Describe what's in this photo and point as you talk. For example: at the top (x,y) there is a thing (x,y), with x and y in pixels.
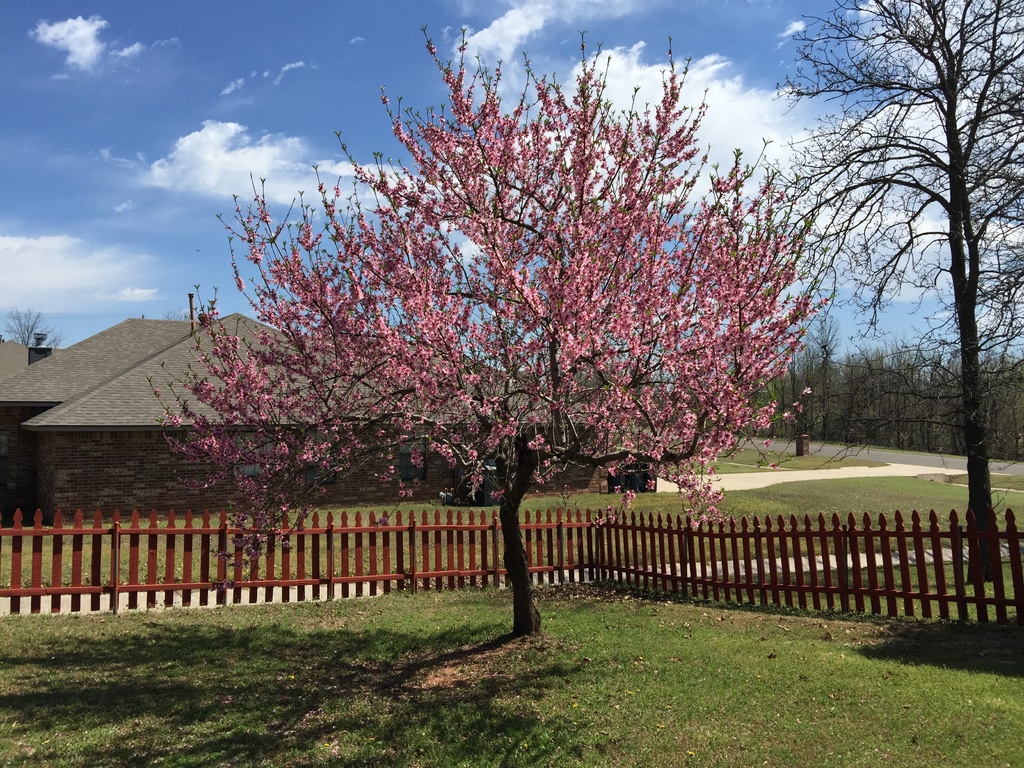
In this image I can see the ground (412,670), some grass (672,701), a tree (494,375) to which I can see few flowers (429,318) which are pink in color and the brown colored railing (343,540). In the background (132,483) I can see few buildings (134,467), few trees (968,401), the road (873,445) and the sky (327,104).
